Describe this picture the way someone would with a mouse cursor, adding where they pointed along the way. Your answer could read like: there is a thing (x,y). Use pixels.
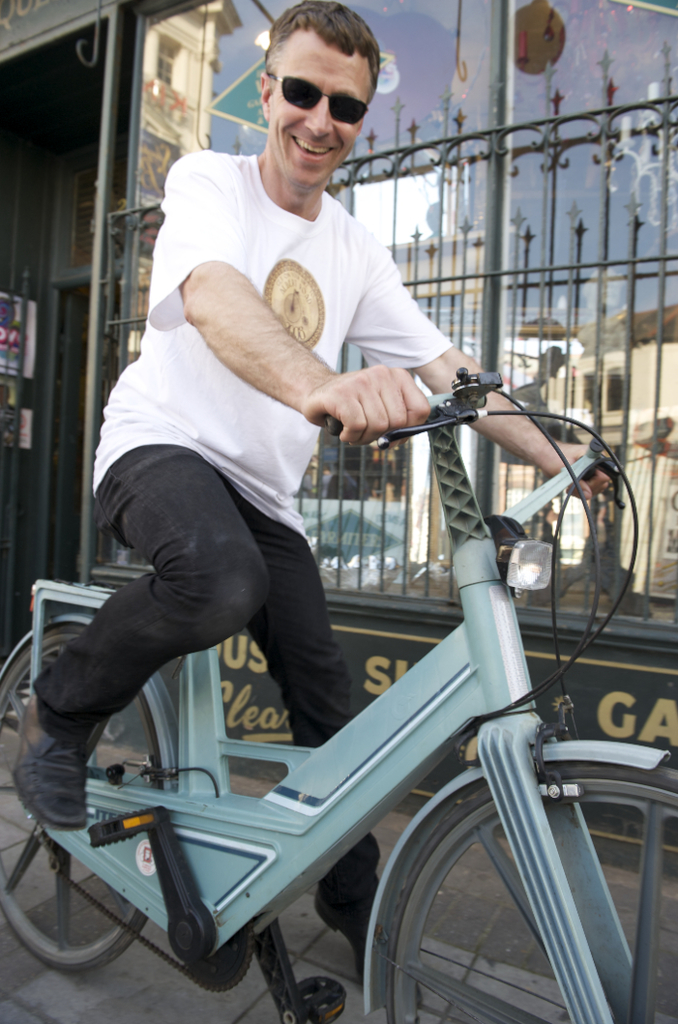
In this image the person (205,619) is riding a bicycle (198,695). At the back side (122,130) there is a building (122,125).
